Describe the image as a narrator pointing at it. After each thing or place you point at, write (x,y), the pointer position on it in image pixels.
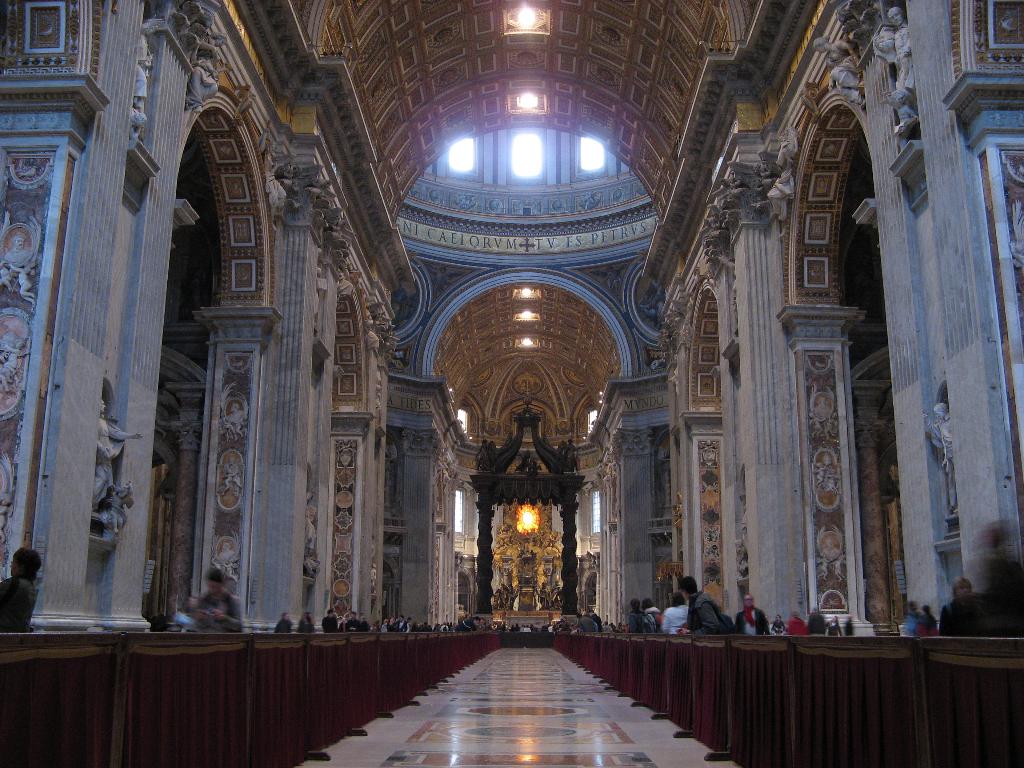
In this image we can see few persons (684,617) on the left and right side (750,605). There are designs (478,678) on the floor (494,701), lights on the ceiling (406,17), objects (300,749), statues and pillars (703,502). In the background (532,625) we can see few persons (484,625), arch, designs (510,544) on the wall (401,357) and objects (515,563).
